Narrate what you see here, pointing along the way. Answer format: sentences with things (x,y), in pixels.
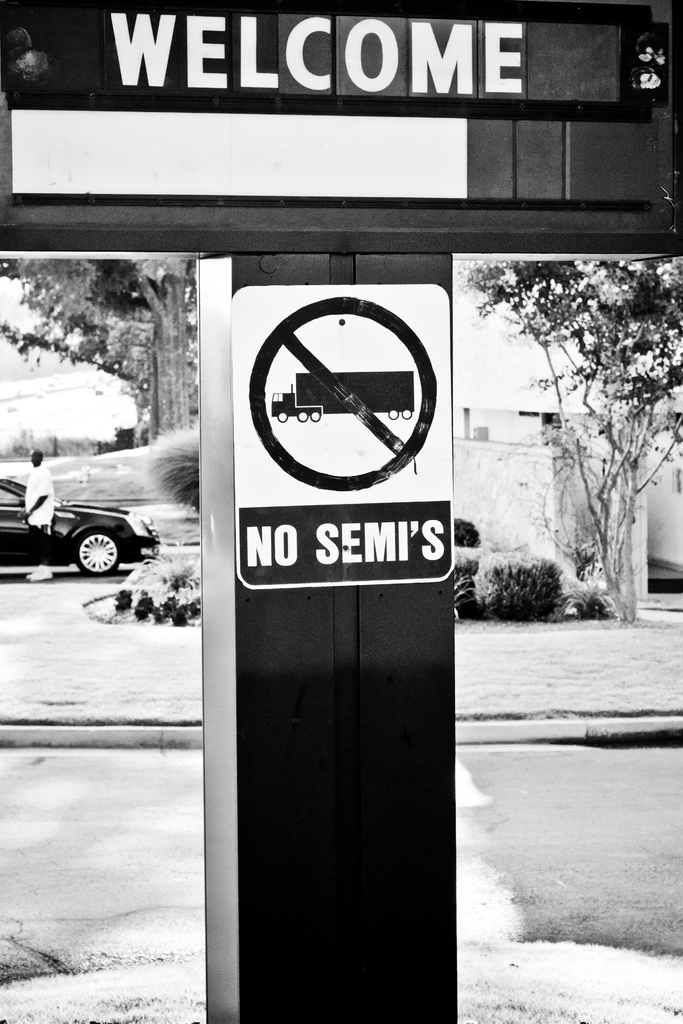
There is an object (371,395) which has welcome and no semis written on it.
